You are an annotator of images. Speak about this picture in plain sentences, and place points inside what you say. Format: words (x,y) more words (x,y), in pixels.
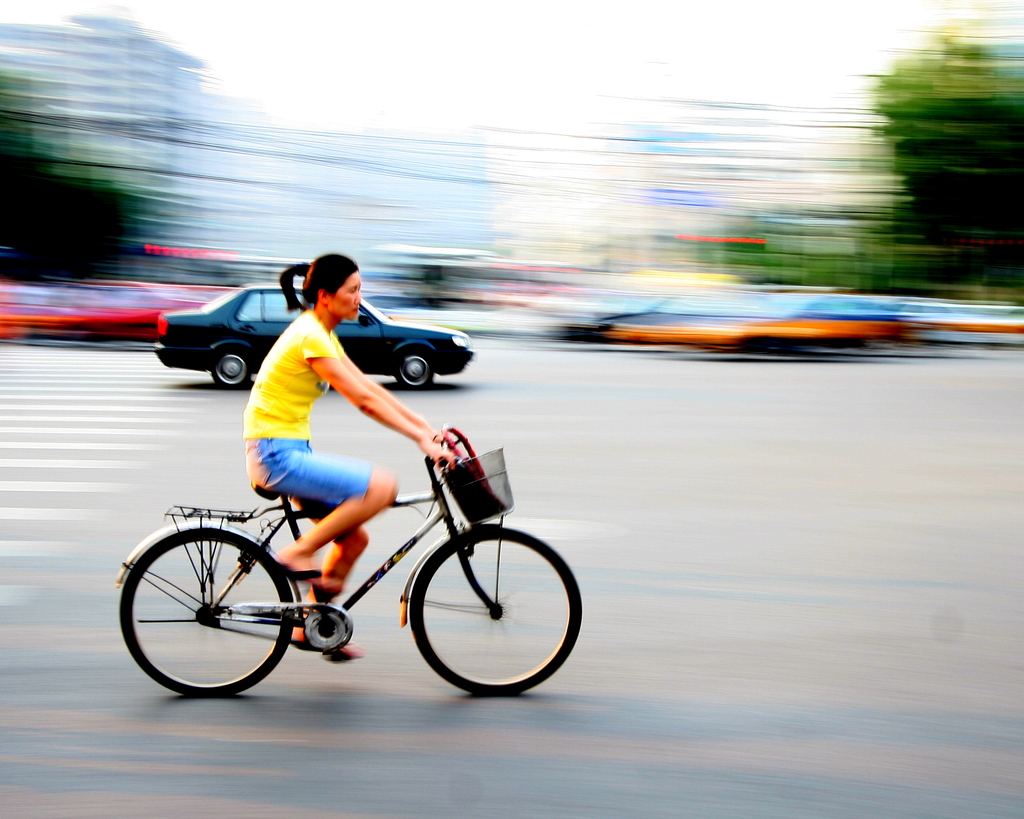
Background of the picture (909,223) is very blurry. Here we can see few vehicles (825,323) on the road (104,345) and one women (345,493) is riding a bicycle (184,539). She wore yellow color t shirt (329,347) and a blue colour short (324,479).
